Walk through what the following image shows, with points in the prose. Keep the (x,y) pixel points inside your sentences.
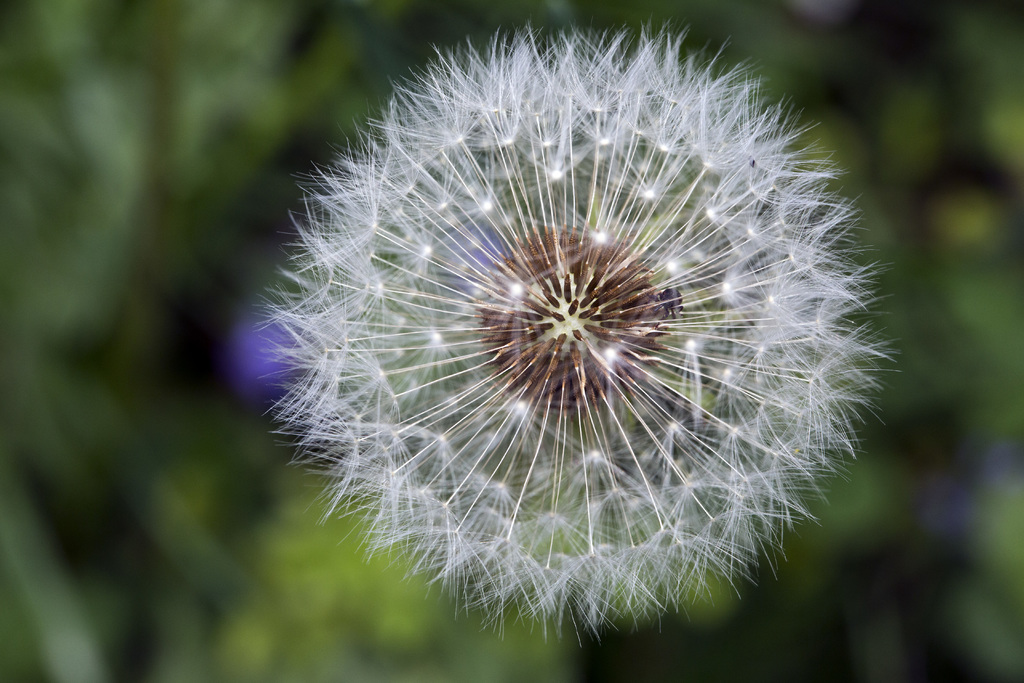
In the foreground of the picture (585,208) we can see a dandelion plant (535,204). In the background (826,638) there is greenery (210,28).
